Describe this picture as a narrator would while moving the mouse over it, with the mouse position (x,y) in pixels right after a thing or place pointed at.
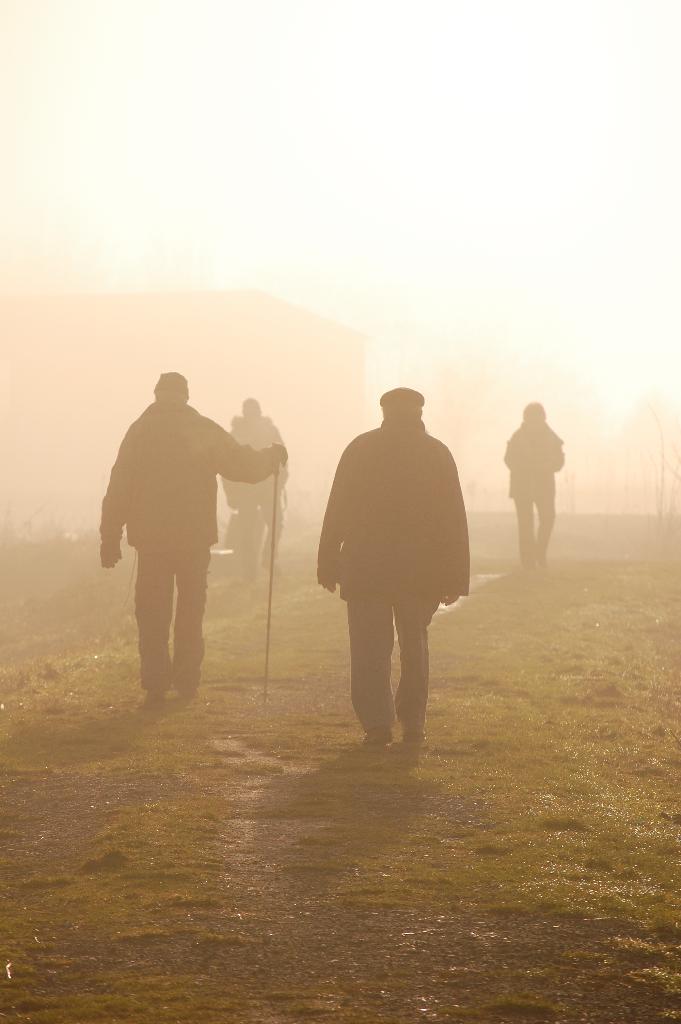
In this image few people (419,485) are walking on the grassland (549,705). Left side (198,544) there is a person (234,461) holding a stick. Left side (7,636) there are few plants (42,604). Background (243,52) there is fog (339,419).
